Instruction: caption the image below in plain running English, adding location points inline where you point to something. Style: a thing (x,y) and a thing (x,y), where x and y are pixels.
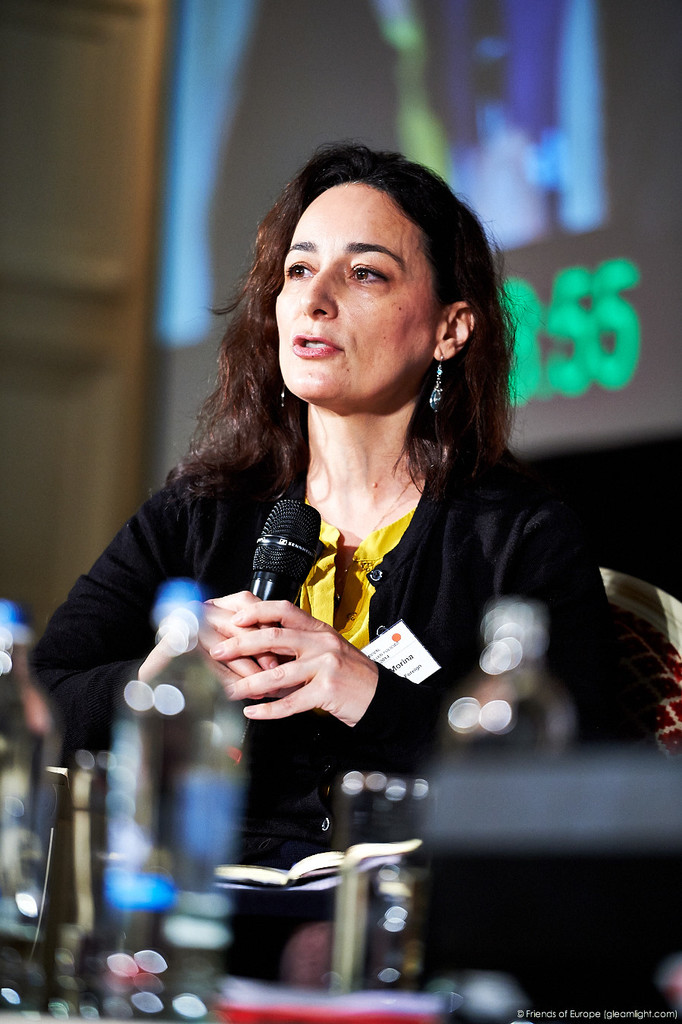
Here a woman (344,594) is sitting on the chair (623,622) and holding mic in her hand (290,670). In front of her there are water bottles (146,861) behind her there is a screen (629,226).
